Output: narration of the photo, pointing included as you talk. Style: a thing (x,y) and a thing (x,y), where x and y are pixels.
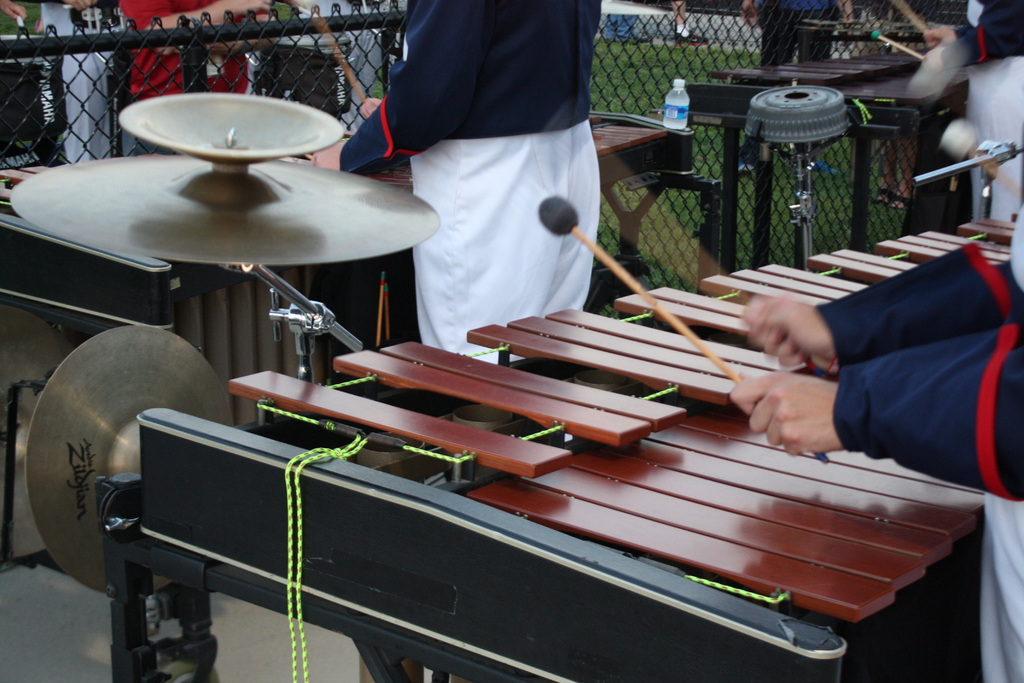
In this image I can see few persons (505,291) playing some musical instruments (606,377). There are some xylophones (499,376). At the top of the image (653,53) there is a net fencing (649,46). Behind the fencing (186,22) few people (127,13) are standing.
